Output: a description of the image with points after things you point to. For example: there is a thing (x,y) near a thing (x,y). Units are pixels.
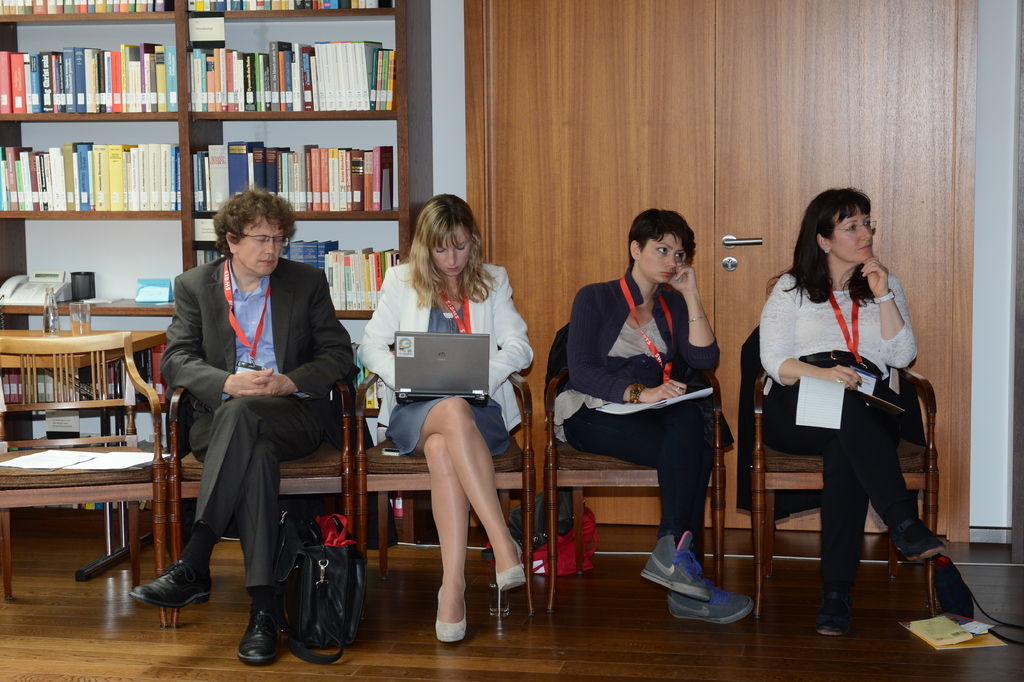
Here we can see that a group of people (517,326) sitting on the chair (342,386), and at back (688,111) there is the door (677,119), and at side here is the book shelf (402,87), and here is the table (90,332) and some objects (65,299) on it. and here is the papers (132,458) on the chair (126,469).
